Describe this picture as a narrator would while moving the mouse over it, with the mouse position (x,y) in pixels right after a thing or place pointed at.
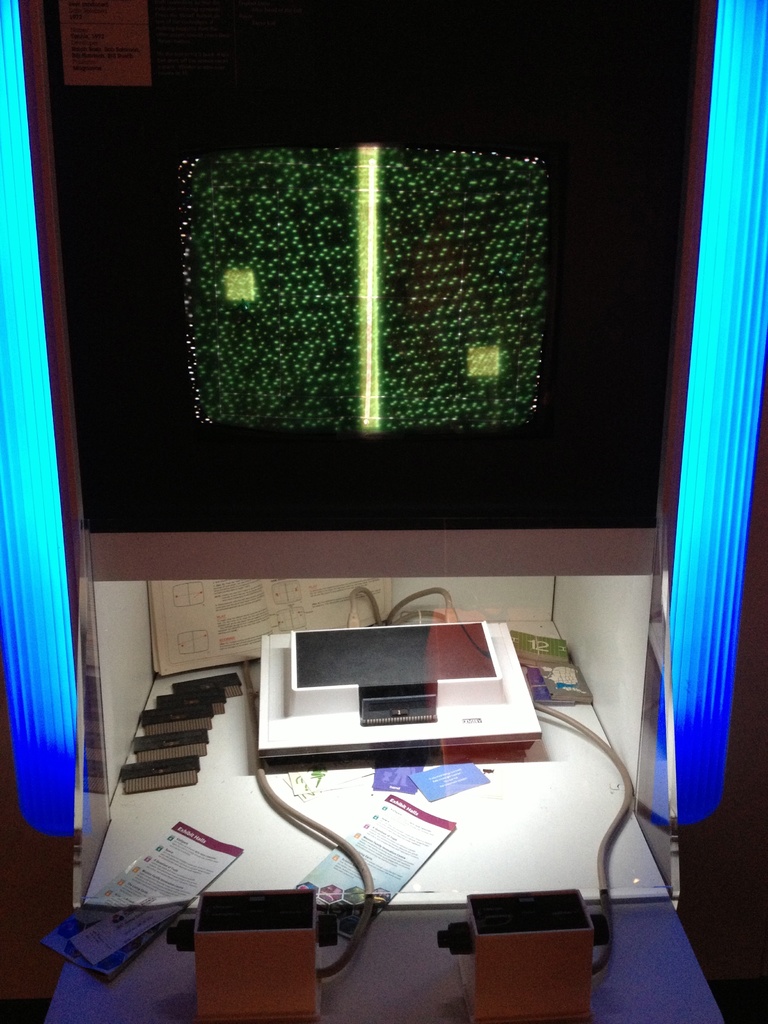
In this image there is a television (347,319) in a cupboard (534,461), there are electronic devices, cables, papers (422,858), book (221,594) on the table (227,754), and in the background (55,496) there are lights (47,452).
